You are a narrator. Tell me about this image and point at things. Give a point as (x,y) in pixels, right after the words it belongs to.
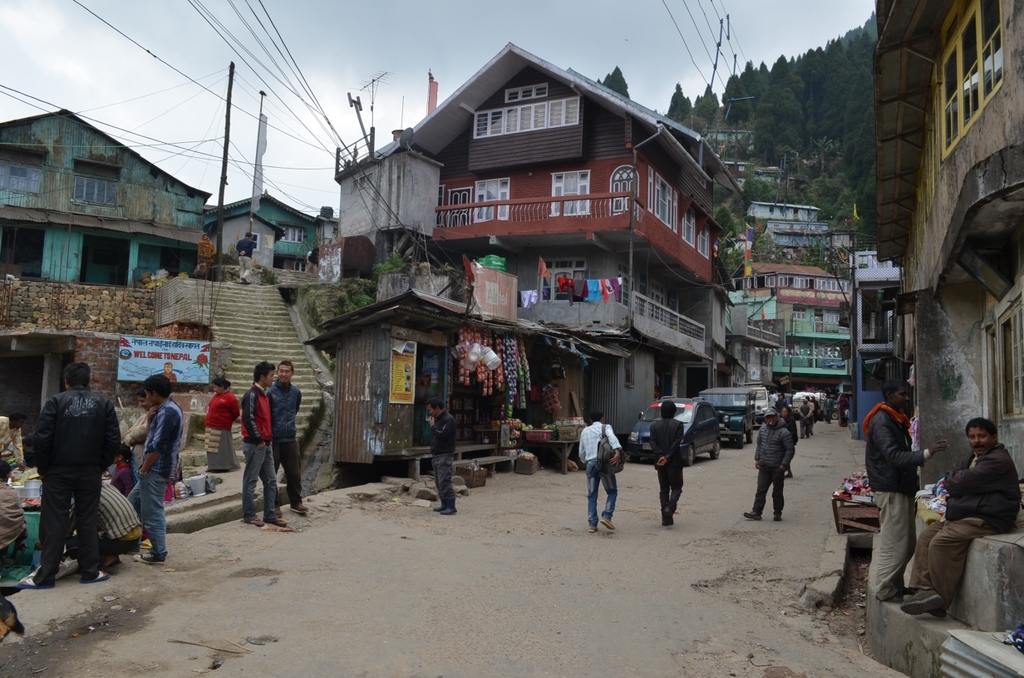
On the left side (256,414), there are persons (256,414) on the road (83,583). Beside them, there is a shop (463,337) and there are steps (242,321). On the right side (983,432), there are persons (610,436) and vehicles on the road (815,443) and there are buildings (899,279). In the background (829,211), there are buildings (823,238), there is a mountain (797,109) and there are clouds (613,50) in the sky (170,83).
